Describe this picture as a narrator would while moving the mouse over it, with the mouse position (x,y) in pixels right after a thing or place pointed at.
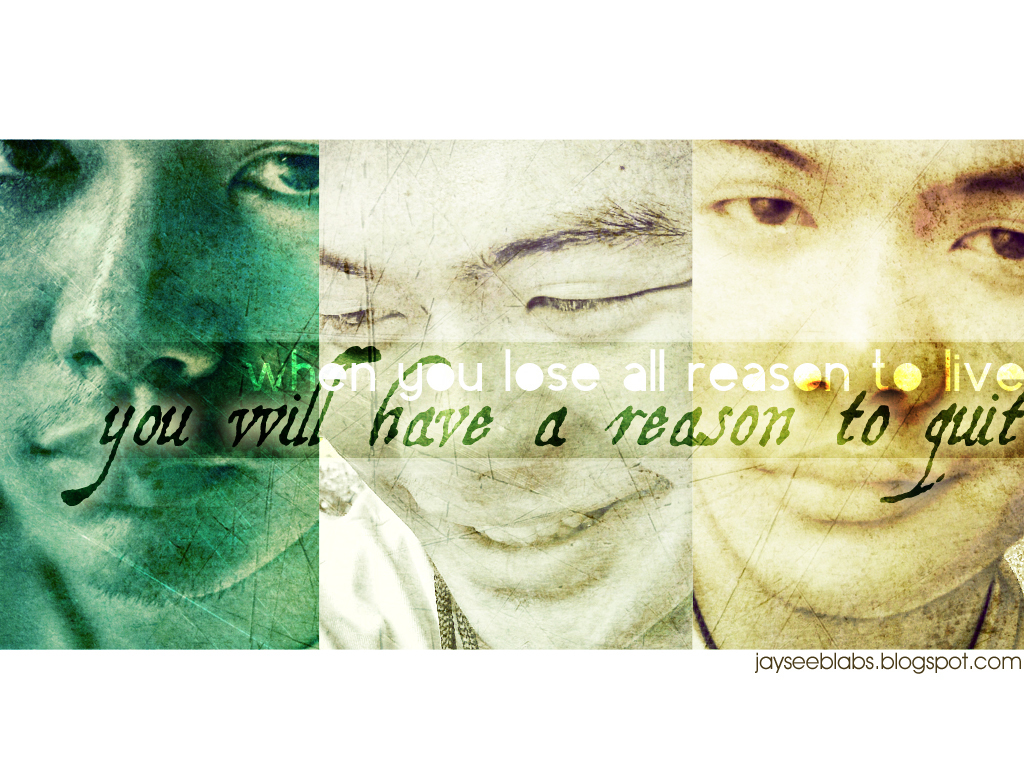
It is an edited collage image of a person (579,524) and there is a black and white text (659,401) on the image and also on the bottom right corner (852,653) there is a black color text (900,663).
